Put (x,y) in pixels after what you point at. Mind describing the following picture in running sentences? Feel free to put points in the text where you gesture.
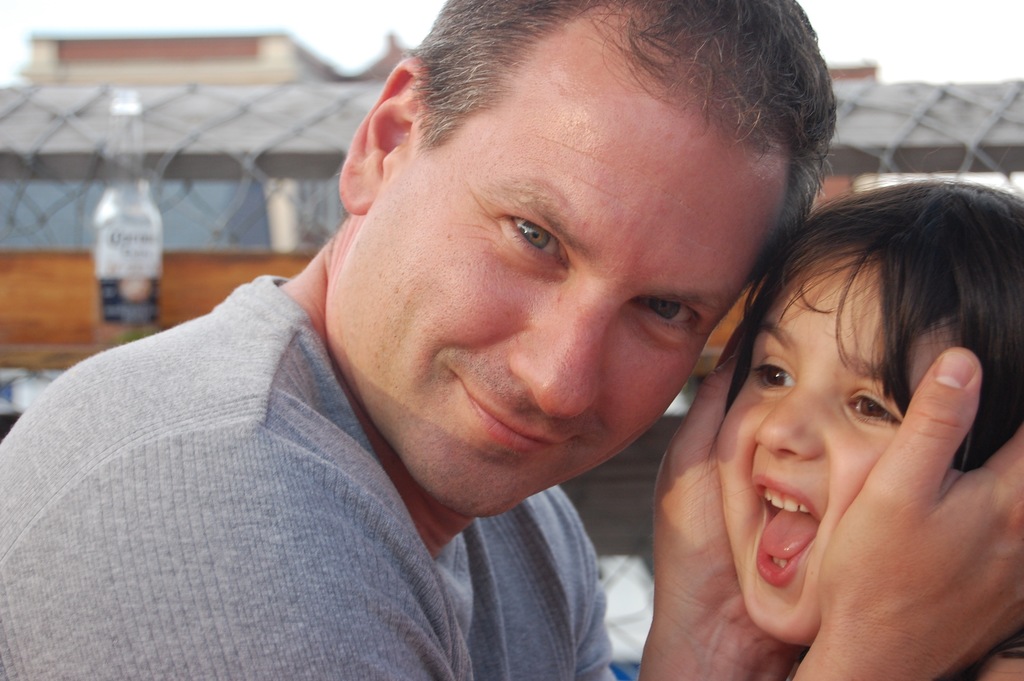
In this image we can see a man (566,418) holding a kid (812,427) and in the background (144,240) there is a bottle (144,263), wooden stick (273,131), fence (286,148), building (278,66) and the sky (352,29).
